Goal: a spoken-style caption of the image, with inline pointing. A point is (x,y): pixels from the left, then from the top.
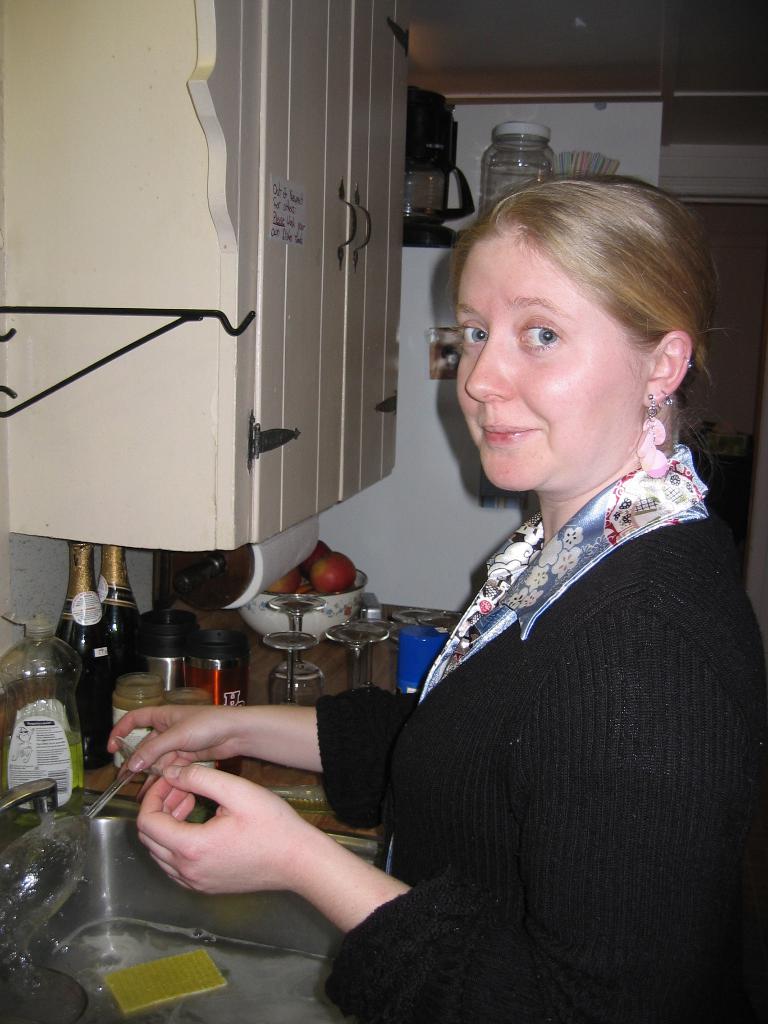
The image is taken in the kitchen (229,468). On the right side of the image (561,490) we can see a lady (585,787) standing, before her there is a counter top (307,771) and we can see a sink (93,934), bottles (76,760), glasses (329,635), bowls (307,632) and some things (439,635) placed on the table (234,626). On the left (236,452) there are cupboards (252,458). At the top (425,233) there is a shelf (457,230) and we can see jars (495,183) placed in the shelf (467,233).
